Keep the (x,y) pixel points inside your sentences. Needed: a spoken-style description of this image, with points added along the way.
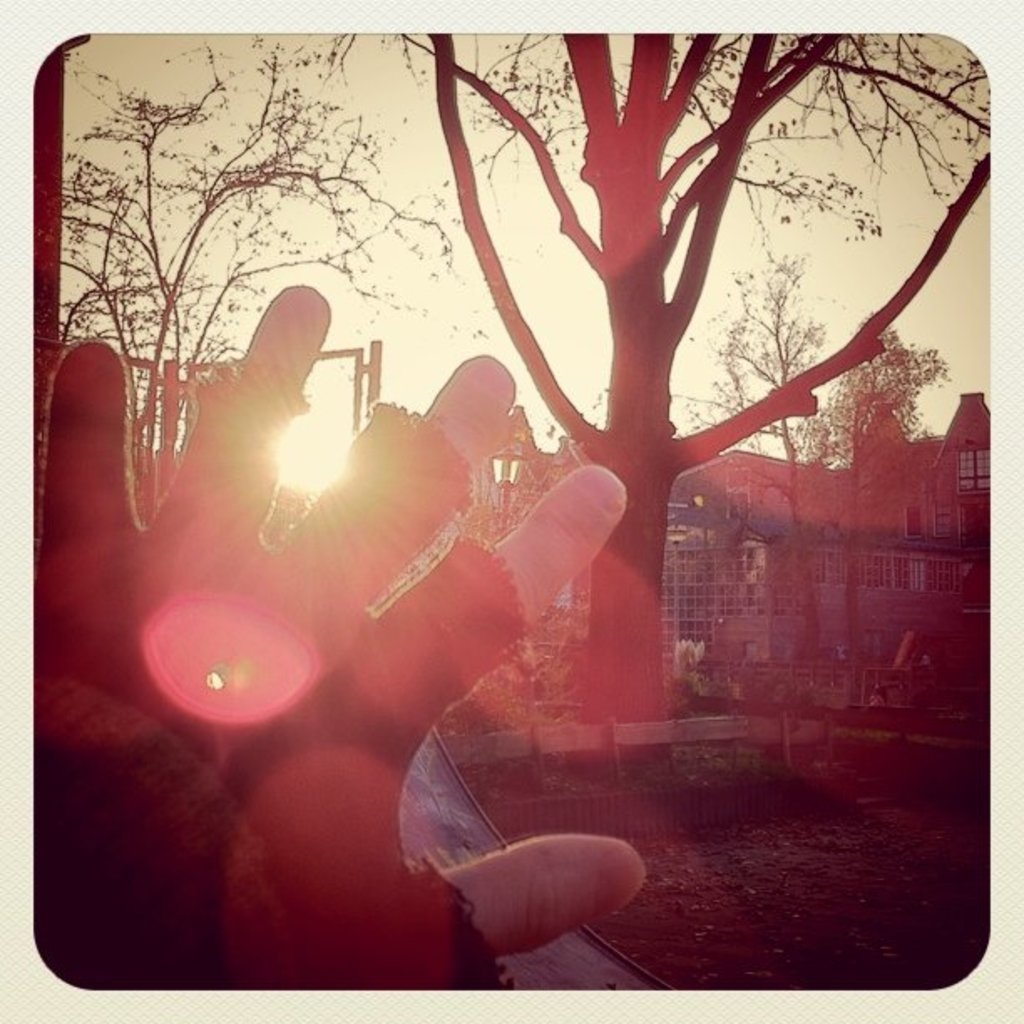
It is an edited image, there is a hand (327,753) in the foreground of the image (380,746) and behind it there are trees (626,381) and behind the trees (622,464) there is a building (714,468).
